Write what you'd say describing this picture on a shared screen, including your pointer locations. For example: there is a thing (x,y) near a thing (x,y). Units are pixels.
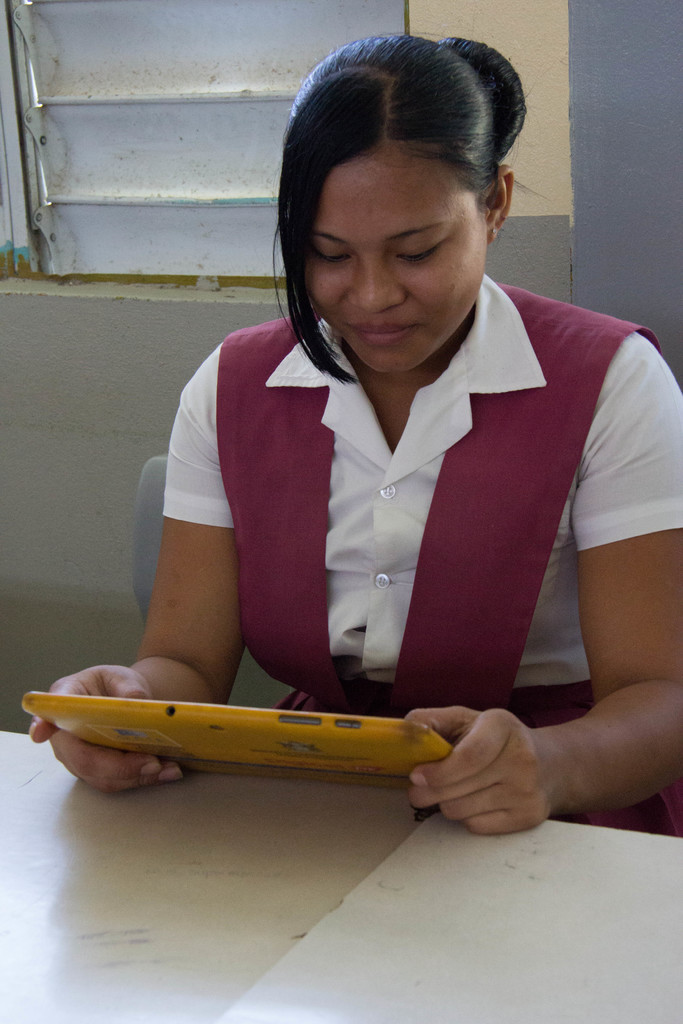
This image is taken indoors. At the bottom of the image (273,872) there is a table (278,902). In the background (592,174) there is a wall (4,372) with a window (187,100). In the middle of the image (305,468) a woman (268,383) is sitting on the chair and holding a tab (215,723) with her hands (534,742).
